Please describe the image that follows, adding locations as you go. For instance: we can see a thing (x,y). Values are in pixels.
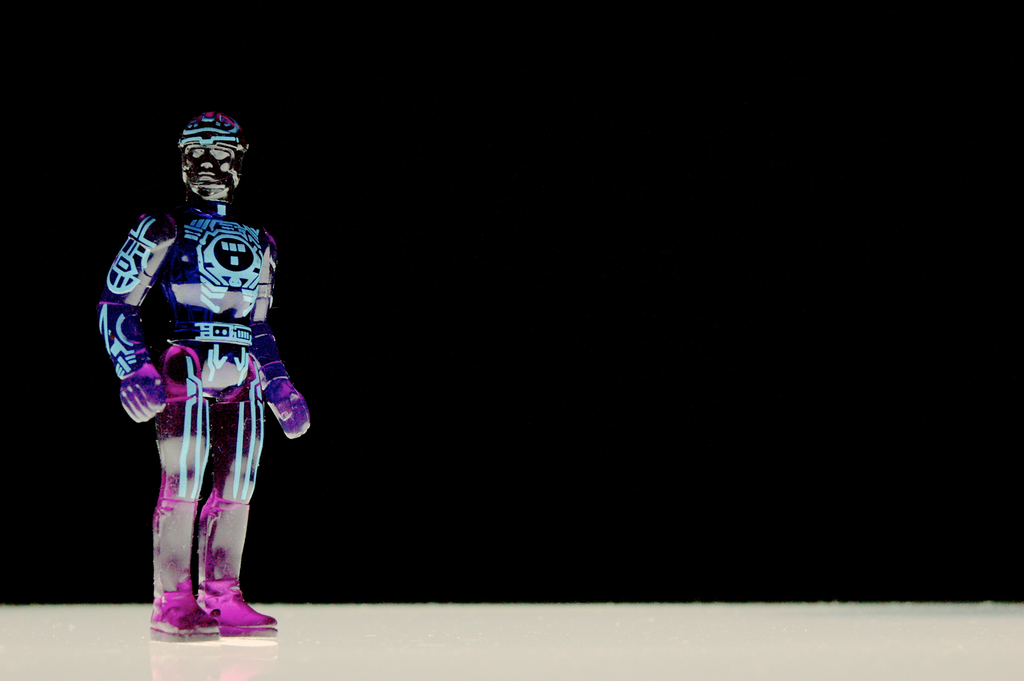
Here on the left (136,386) we can see a figurine (142,230) on a platform (570,656). In the background (521,126) the image is black in color.
